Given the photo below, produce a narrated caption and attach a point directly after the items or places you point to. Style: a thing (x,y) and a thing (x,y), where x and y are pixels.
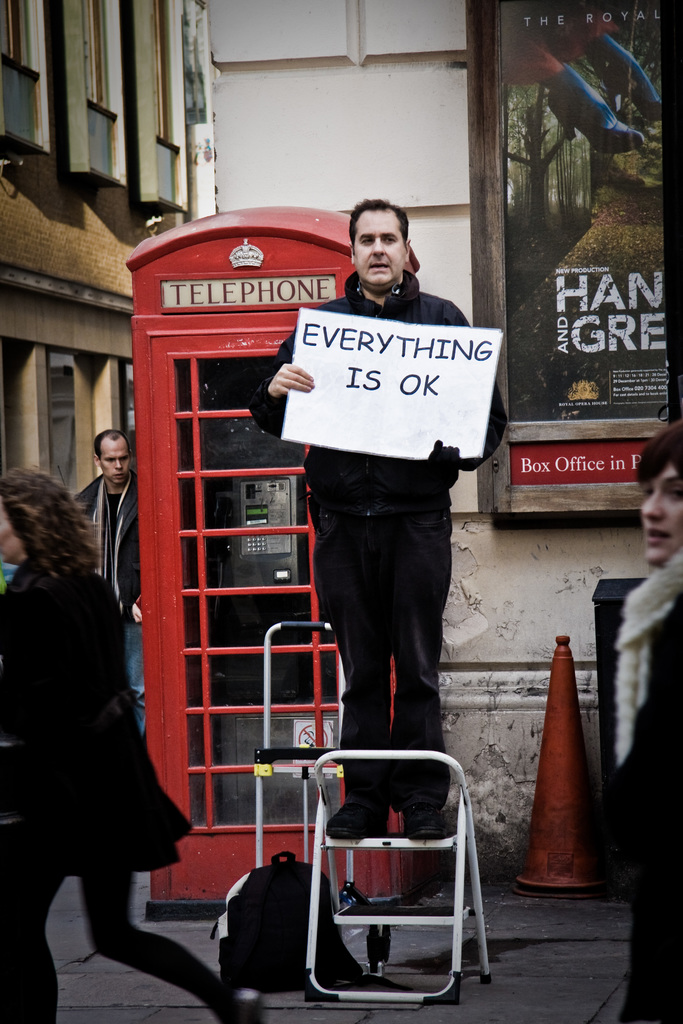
In this picture we can see four persons (101,547), a man (390,552) in the middle (393,530) is standing and holding a board (406,455), in the background (204,100) there is a building (152,95), we can see a telephone booth (260,546) in the middle (269,611), we can see a hoarding (526,303) on the right side (597,297), there is a traffic cone (545,772) and a bag (287,916) at the bottom (280,933).
